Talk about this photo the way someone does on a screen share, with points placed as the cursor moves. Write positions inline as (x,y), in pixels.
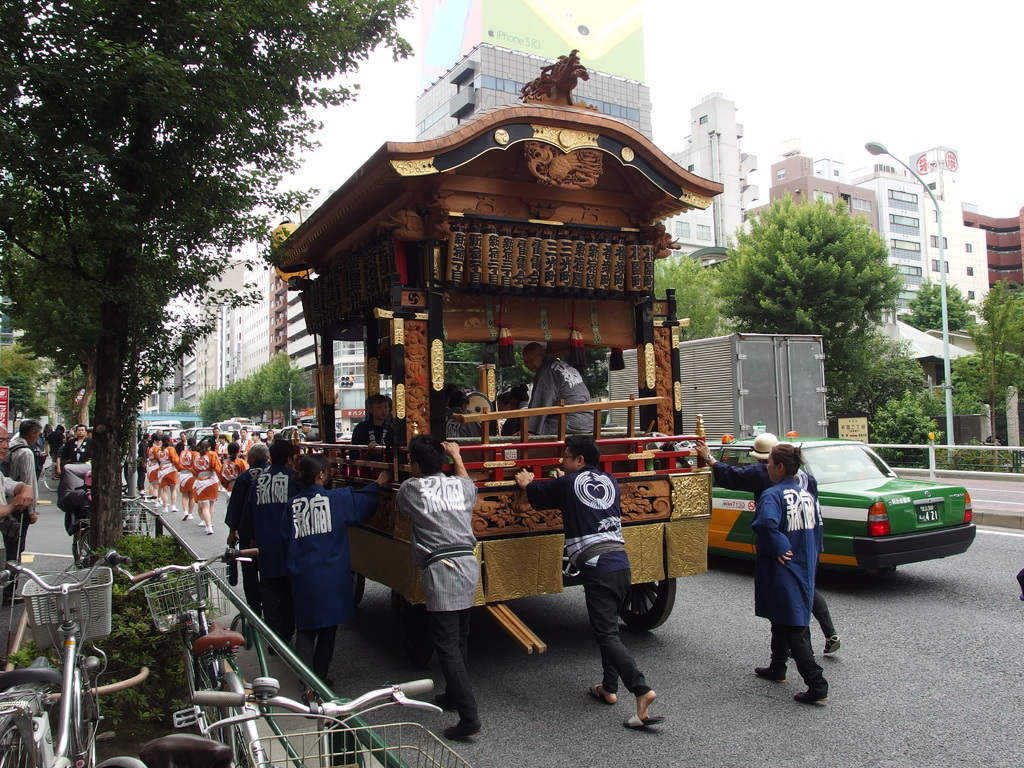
In the center of the image (409,335) we can see persons (416,446) and vehicles (661,542) on the road (678,605). On the left side of the image (209,188) we can see trees (92,406), persons (16,448) and cycles (73,669). On the right side of the image (894,233) we can see buildings (905,248), trees (686,331) and poles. In the background (790,50) there is sky (398,89).
